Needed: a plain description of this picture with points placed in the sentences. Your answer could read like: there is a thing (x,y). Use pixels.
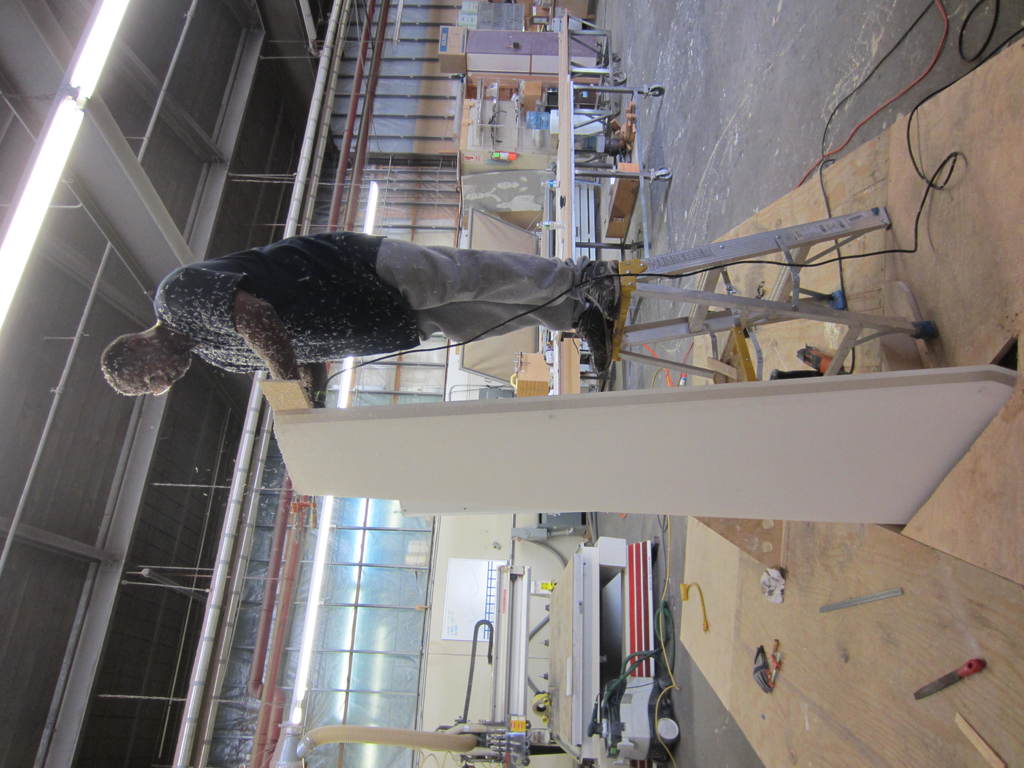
In this image a person (276,347) is standing on the ladder (704,287). He is holding a board (534,399). Few tables (654,173) and few machines (583,766) are on the floor (788,144). Left top there are few lights (56,131) attached to the roof (129,50).
